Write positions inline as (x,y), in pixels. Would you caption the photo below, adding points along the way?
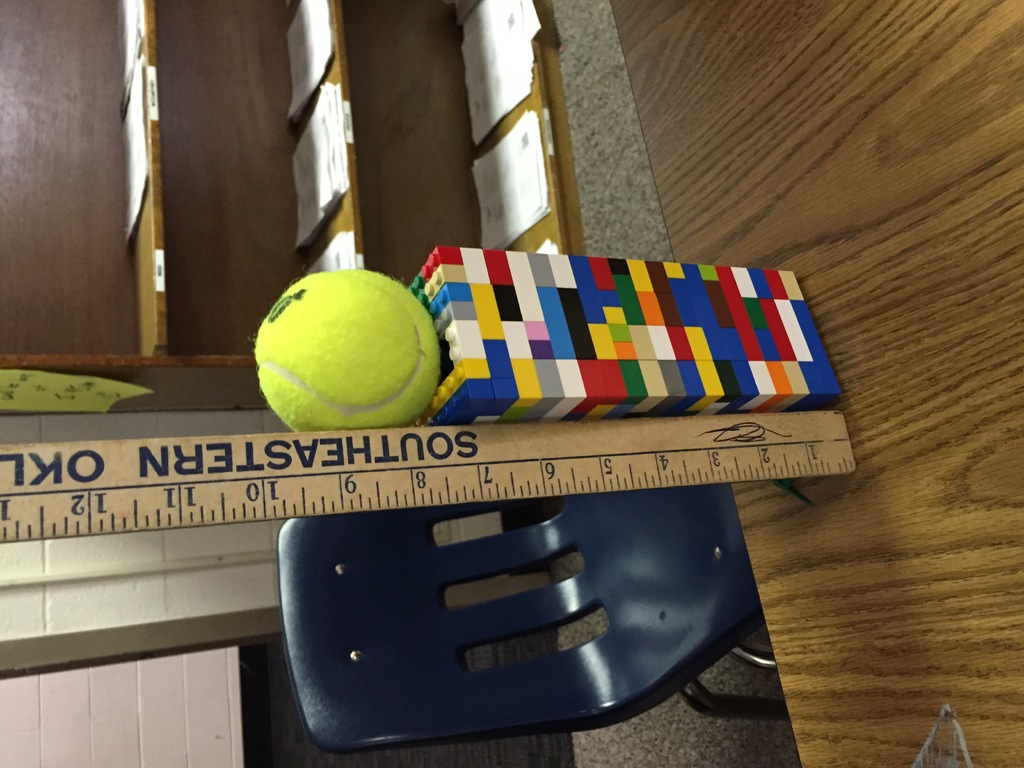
In this image, we can see a cube (521,331), ball (370,365), scale (370,439) and a chair (600,638) and we can see some papers (313,163) in the shelves (96,194).
